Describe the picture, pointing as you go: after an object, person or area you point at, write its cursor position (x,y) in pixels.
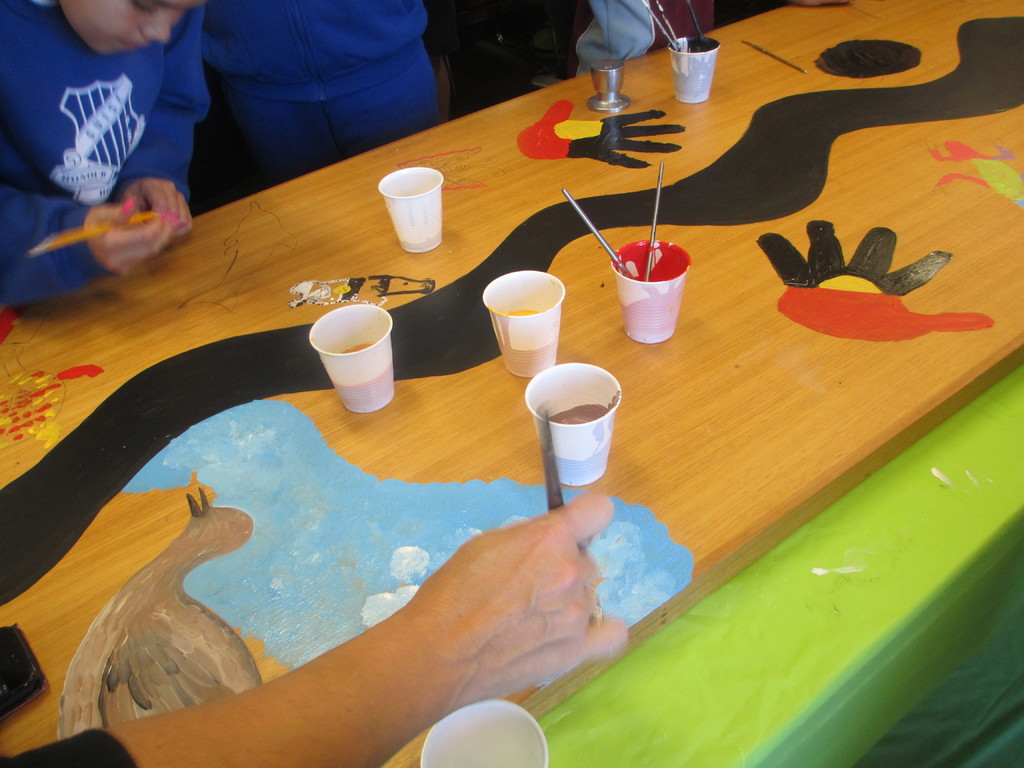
In the picture we can find a table (600,325). On the table (277,260) we can find some glasses (655,323) with paint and brushes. In the background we can find one person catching the paint brush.
